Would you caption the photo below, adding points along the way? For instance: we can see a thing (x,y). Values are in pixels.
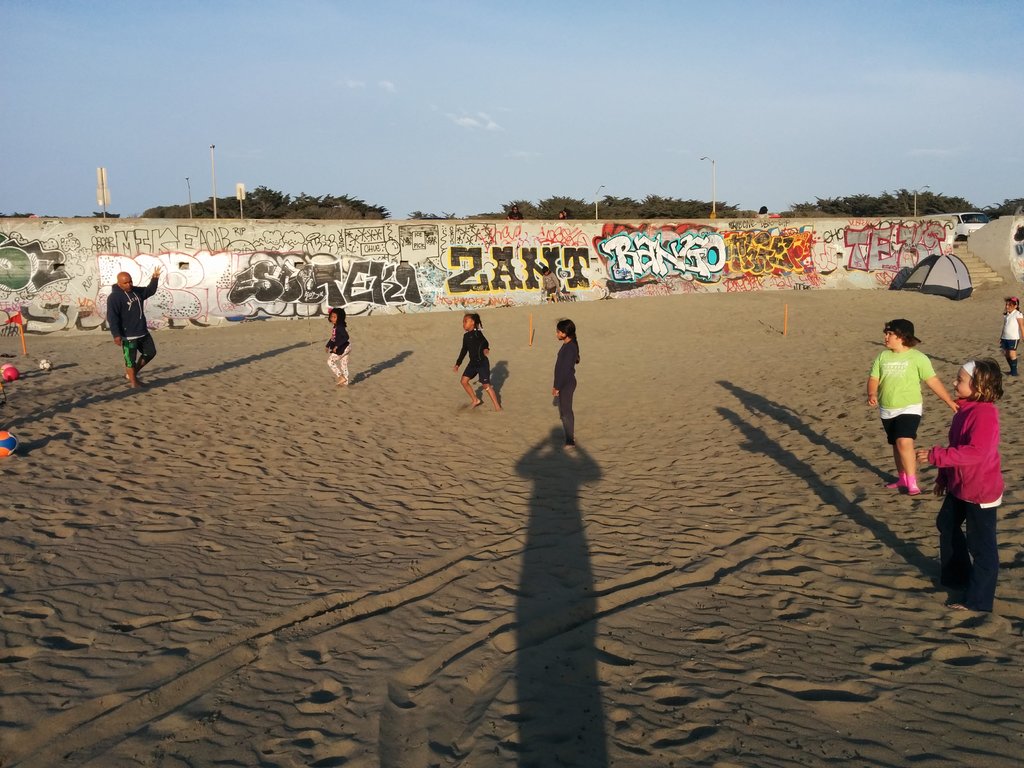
In the picture I can see people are standing on the ground (707,445). I can also see balls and some other objects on the ground (417,446). In the background (253,271) I can see a wall (478,263) which has something painted on it. I can also see trees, poles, the sky (449,99) and some other objects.
